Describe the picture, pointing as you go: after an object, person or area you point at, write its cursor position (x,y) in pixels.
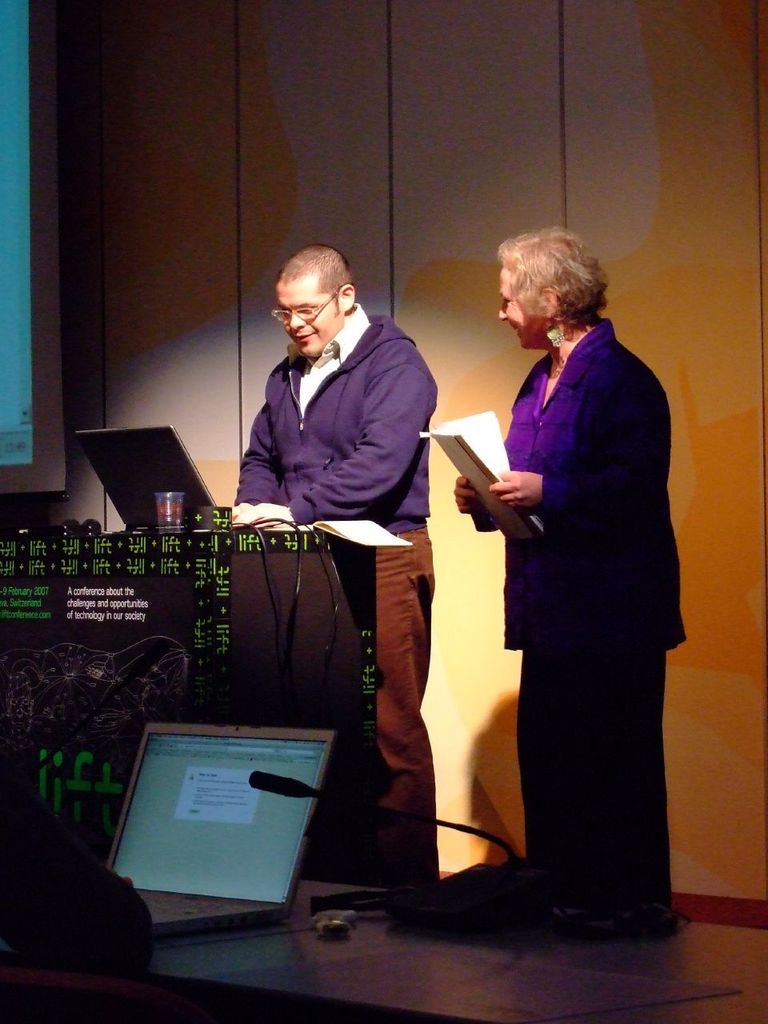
This picture shows a man (393,624) and a woman (551,580) standing we see woman (516,486) holding papers (510,508) in her hands (522,480) and we see a man (272,475) working on a laptop (193,488) and we see a book (324,526) on the table (205,532) and a glass (178,500). We see projector screen (9,270) on the side and we see another human (124,895) working on a laptop (259,914) and we see a microphone (469,893) on the table (215,956).
